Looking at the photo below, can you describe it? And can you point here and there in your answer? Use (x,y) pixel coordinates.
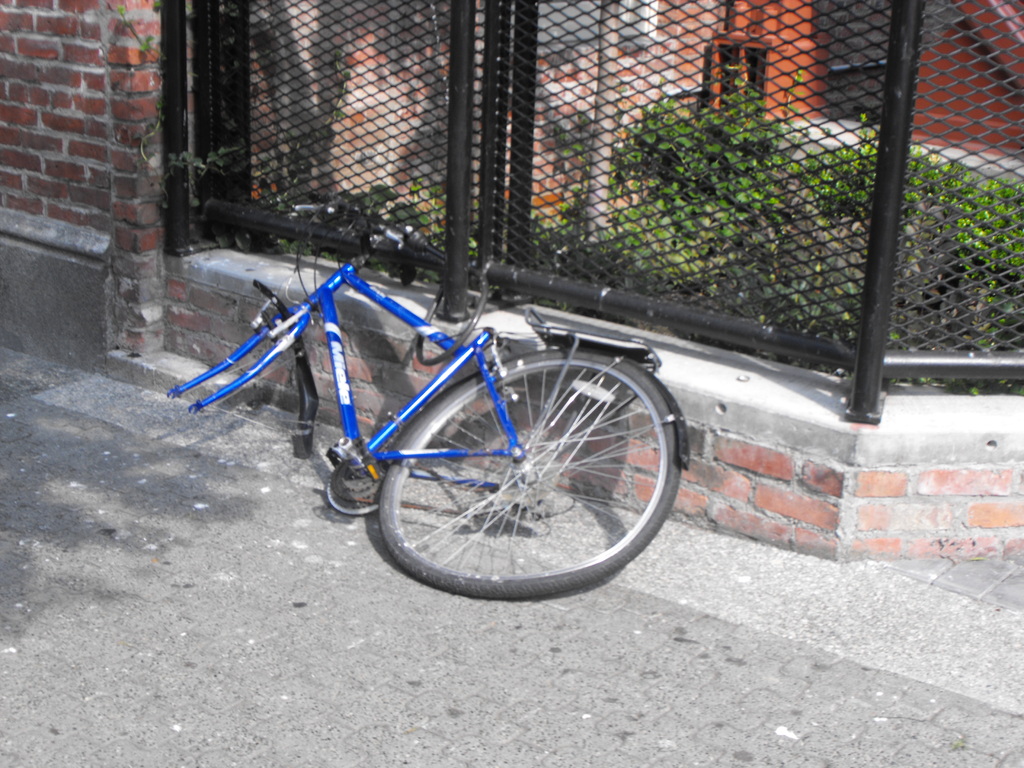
In the picture I can see bicycle (419,341) with only one tire (631,537) is placed near the wall (187,365). In the background (172,340), we can see the fence (709,39) through which we can see plants (662,135) and we can see the brick wall (104,139) here.
